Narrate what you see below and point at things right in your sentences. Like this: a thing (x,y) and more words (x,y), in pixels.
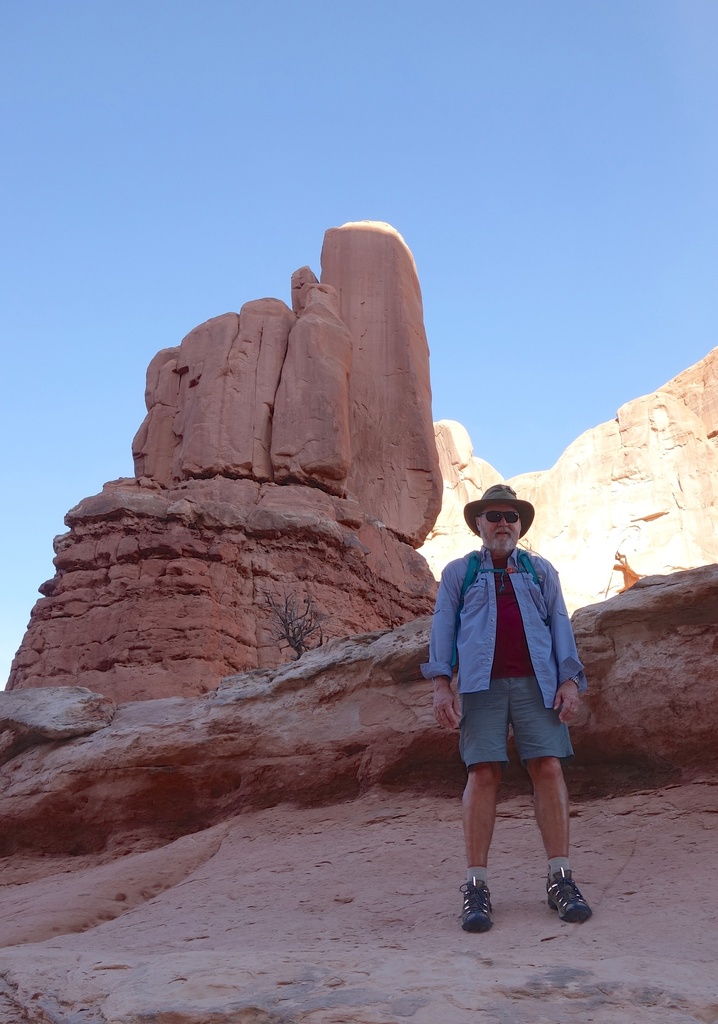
In this image I can see a man (509,700) is standing. The man (491,667) is wearing a hat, shades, shorts (506,728) and footwear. In the background (418,606) I can see mountain (411,599) and the sky (350,180).
